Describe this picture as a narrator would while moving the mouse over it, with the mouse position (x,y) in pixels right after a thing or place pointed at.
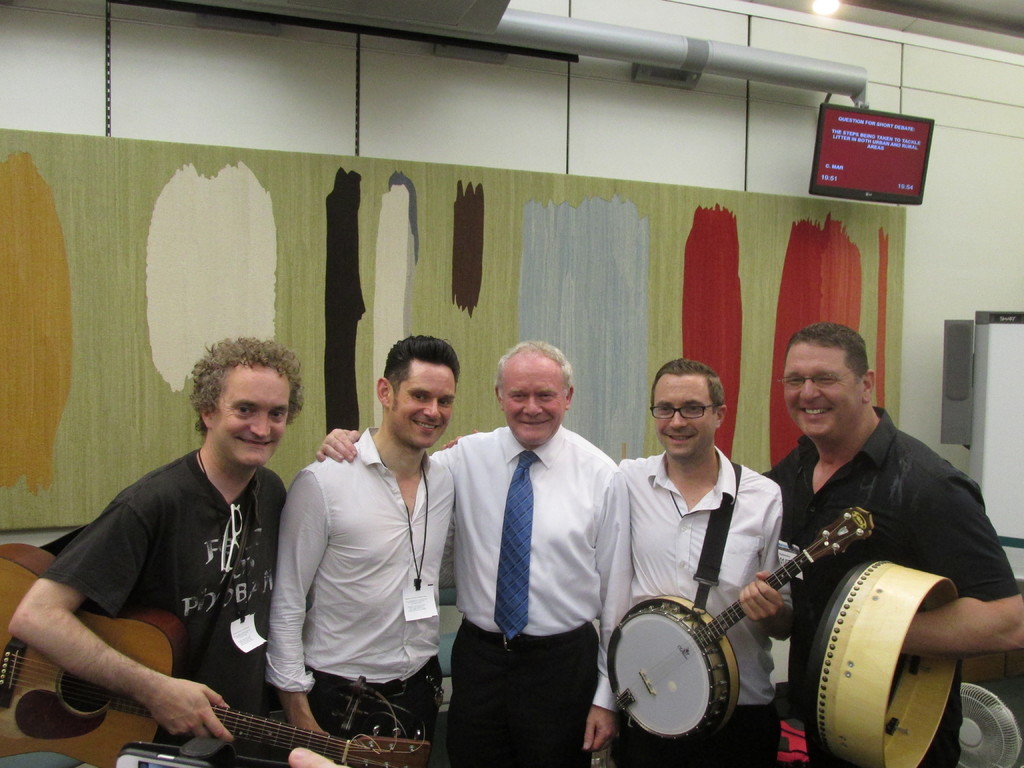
In this image there are five persons (252,547) standing. Three persons (519,703) at the middle (668,508) are wearing white shirt (668,486) in which one person (718,416) is holding a musical instrument (641,679). Person (254,560) at the left side (239,505) is wearing a black shirt (192,566) and holding a guitar (6,645). The person (924,766) at the right side (942,501) is wearing a black shirt (834,564) and holding another musical instrument (834,604). At the right bottom (963,687) there is a fan (1011,743). At the right side (889,204) there is a screen (907,200) attached to the wall (796,36). BAckground (15,166) there is a canvas (632,385) attached to the wall (685,136). At the top (837,70) there is a pipe (823,80) and light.
